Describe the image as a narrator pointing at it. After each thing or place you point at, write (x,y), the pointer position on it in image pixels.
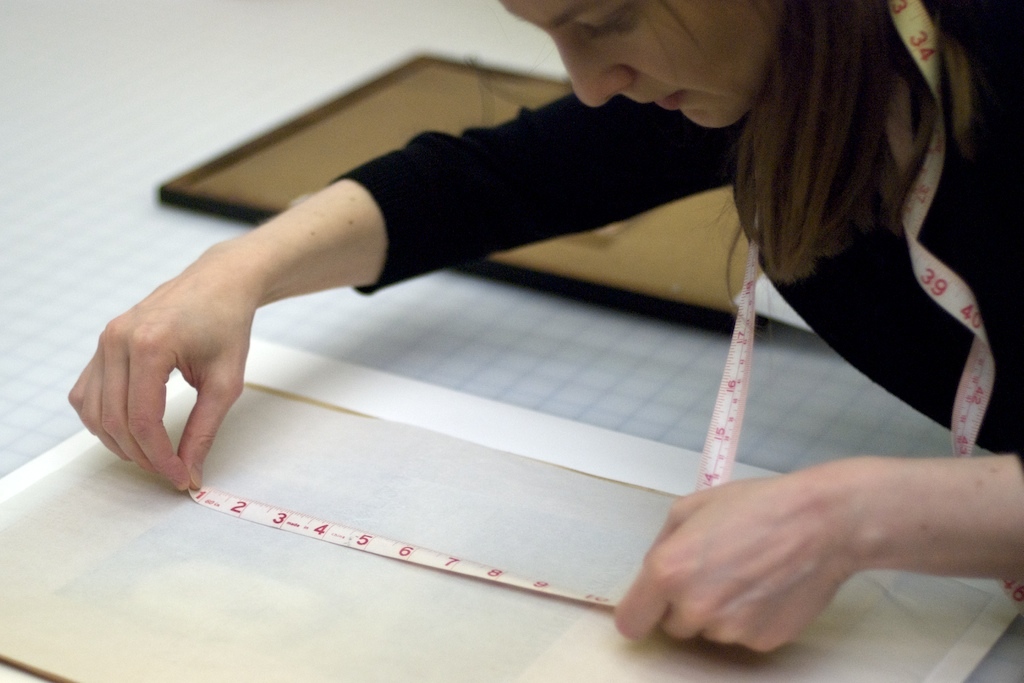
In this picture we can see a woman (779,140) is holding a tape measure (706,477). In front of the woman (776,145) there are some objects (334,470).
